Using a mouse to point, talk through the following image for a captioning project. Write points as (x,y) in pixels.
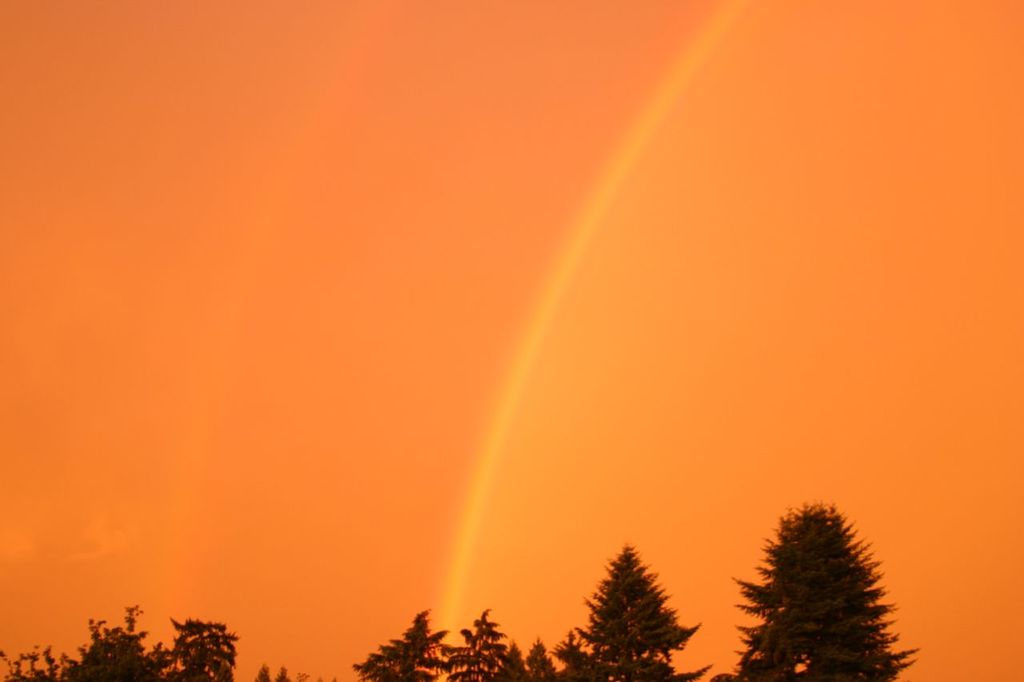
This image is taken outdoors. In the middle of the image (473,236) there is the sky (502,572). The sky (287,243) is orange in color. At the bottom of the image (533,647) there are a few trees (200,658) with leaves (480,665), stems (589,648) and branches (779,622).
